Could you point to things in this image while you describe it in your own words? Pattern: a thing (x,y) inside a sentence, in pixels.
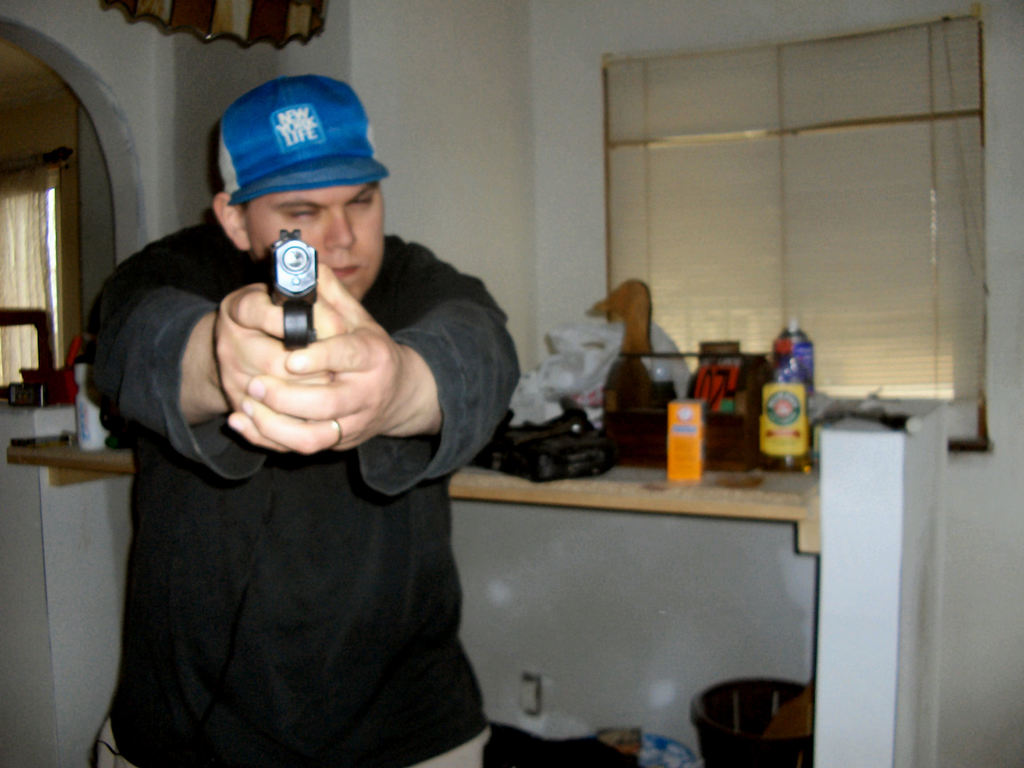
In the image there is a man (217,273), he is holding a gun (295,270) with the both hands (341,368) and behind him there is a table (658,468) and on the table (613,468) there are a lot of objects (587,422), in the background (420,170) there is a wall (397,157) and there are two windows (736,253).
